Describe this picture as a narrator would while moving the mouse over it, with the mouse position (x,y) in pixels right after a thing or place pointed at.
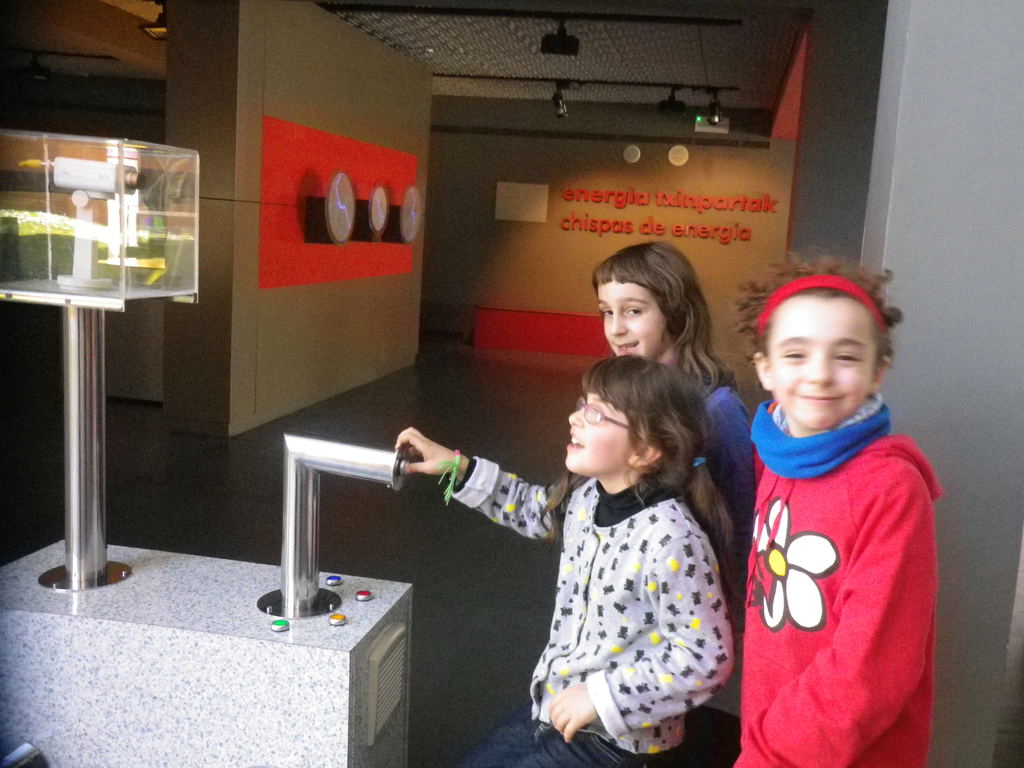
This image consists of three children (680,548). It looks like it is clicked in a room (606,122). In the front (272,641), there is a machine (256,633). In the background (600,154), there are walls (355,314). At the bottom (445,600), there is a floor (481,381).
